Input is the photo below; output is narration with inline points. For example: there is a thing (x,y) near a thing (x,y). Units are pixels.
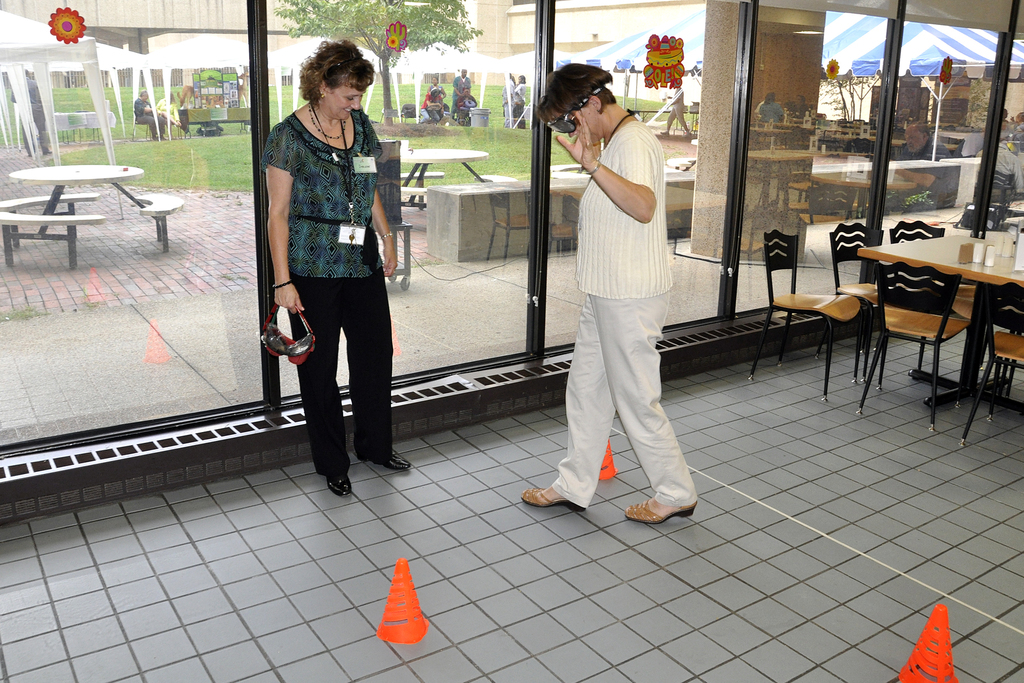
This is a picture in a cafeteria (321,603). In the foreground of the picture (659,322) there are two women (382,319) standing and staring at the floor (501,432). To the right (891,264) there is a table (925,244) and chair (918,230), on the table (978,336) there are small jars (987,249). In the center of the picture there are glass windows (457,66), through the windows (823,80) we can see many tables (5,227), tent (914,60), trees (420,32). There are many people (141,106) standing in the courtyard (492,146).
